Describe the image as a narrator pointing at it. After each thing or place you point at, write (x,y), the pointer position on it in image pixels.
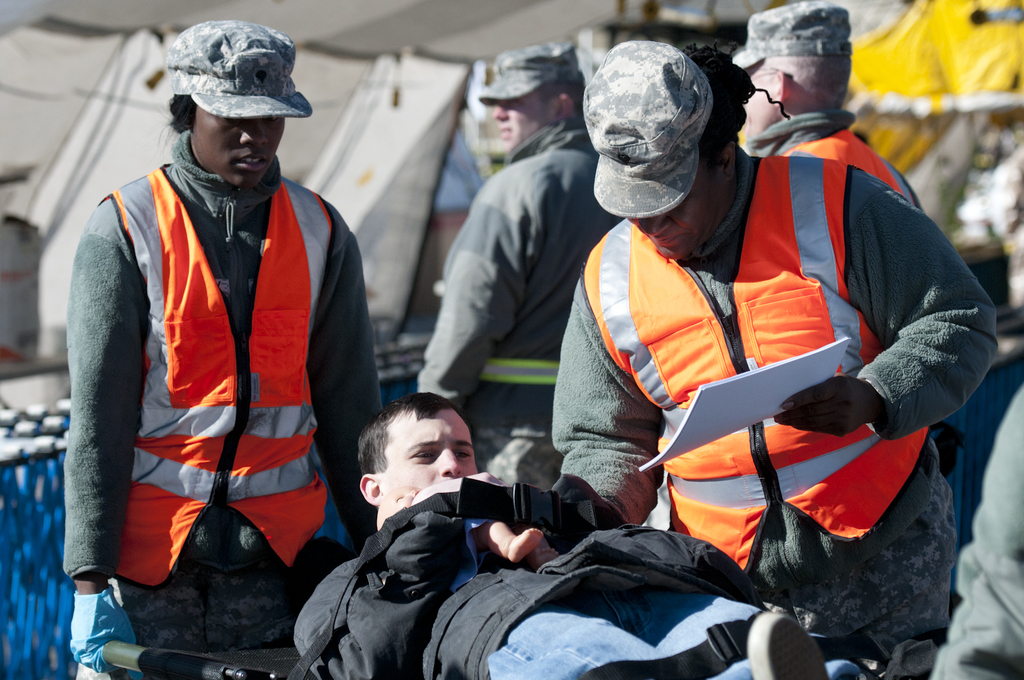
In this image there are two persons (101,646) carrying a person (380,599) on the stretcher (251,653). Behind them there are another two persons (533,199) and there are tents (450,115).
